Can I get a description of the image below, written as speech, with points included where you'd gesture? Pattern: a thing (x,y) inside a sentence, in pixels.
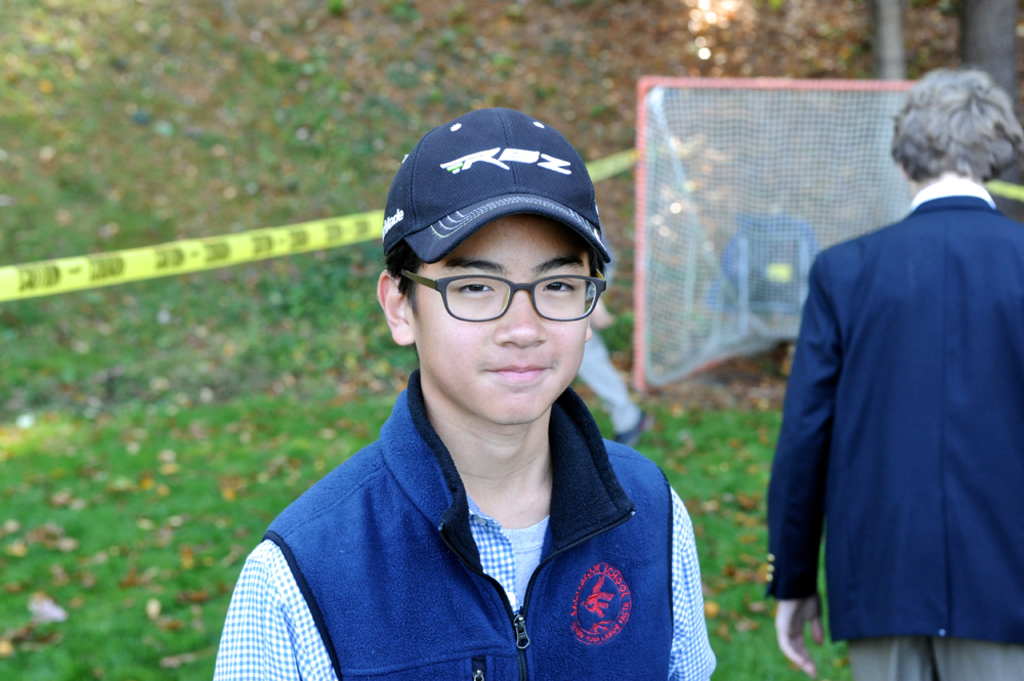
In this picture we can see few people (870,435), in the middle of the image (514,317) we can see a boy (510,438), he wore spectacles (487,303) and cap (482,187), in the background (728,146) we can find grass (711,467) and a net (769,217).
